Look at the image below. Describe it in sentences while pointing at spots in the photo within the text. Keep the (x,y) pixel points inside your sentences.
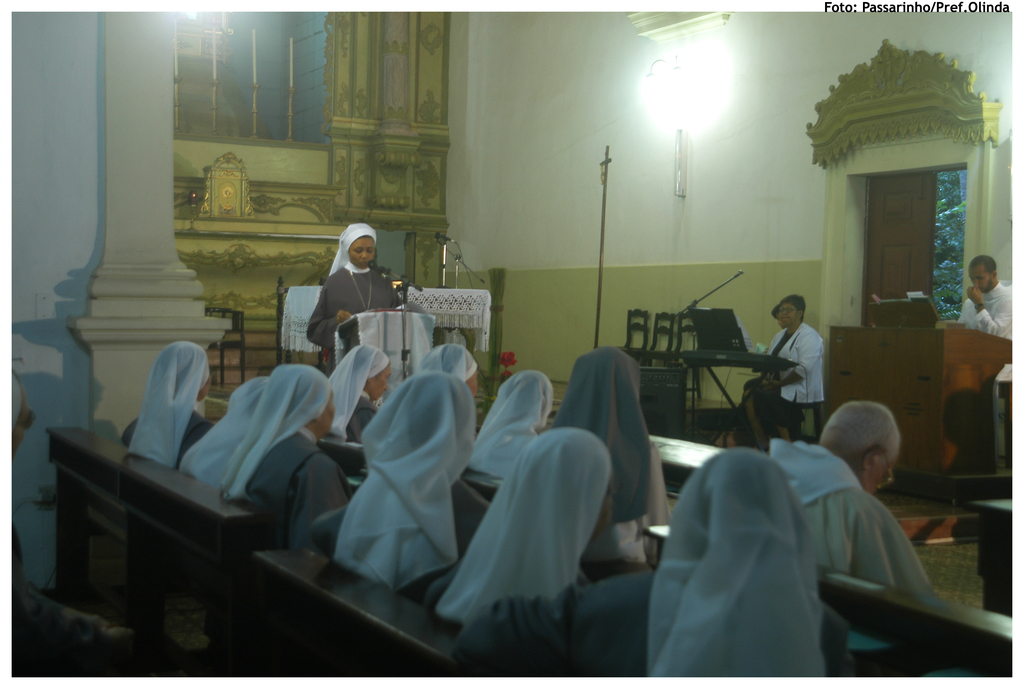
In this image we can see this people (704,615) sitting on bench (247,584). We can see this woman (370,287) is standing at the podium (382,344). In the background (579,341) we can see chairs (667,323), people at podium (886,311) and wall (765,313).
